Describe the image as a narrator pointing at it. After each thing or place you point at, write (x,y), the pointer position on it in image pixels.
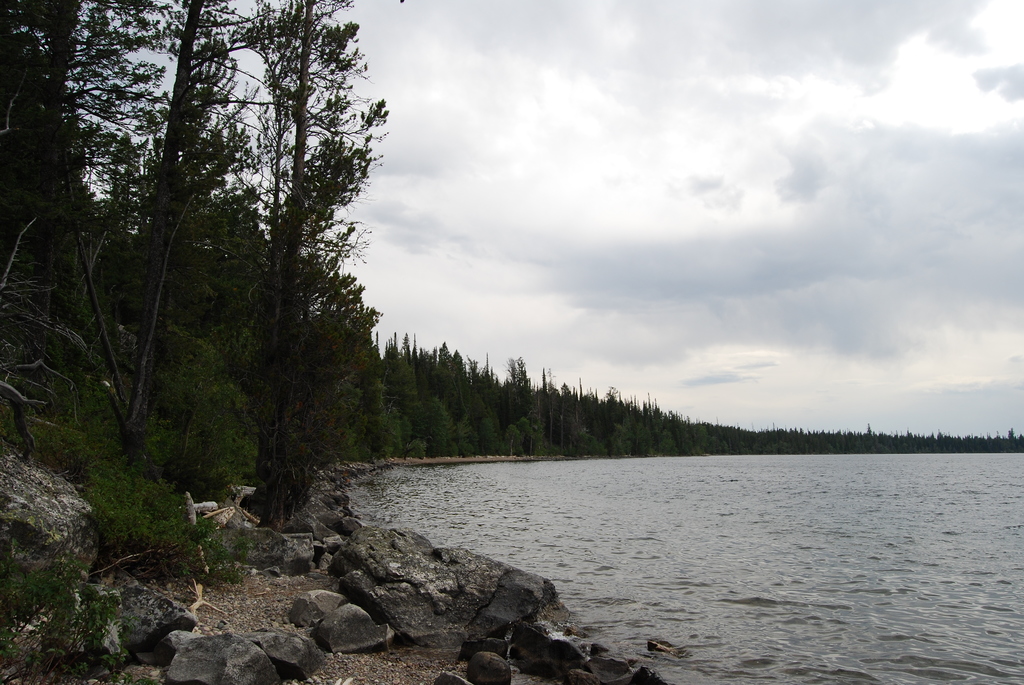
In this image there is a lake (690,516) on the right side (845,536) and there are trees (388,404) around the lake (588,499). At the bottom (274,559) there are stones (391,560). At the top (624,212) there is the sky (614,166).
